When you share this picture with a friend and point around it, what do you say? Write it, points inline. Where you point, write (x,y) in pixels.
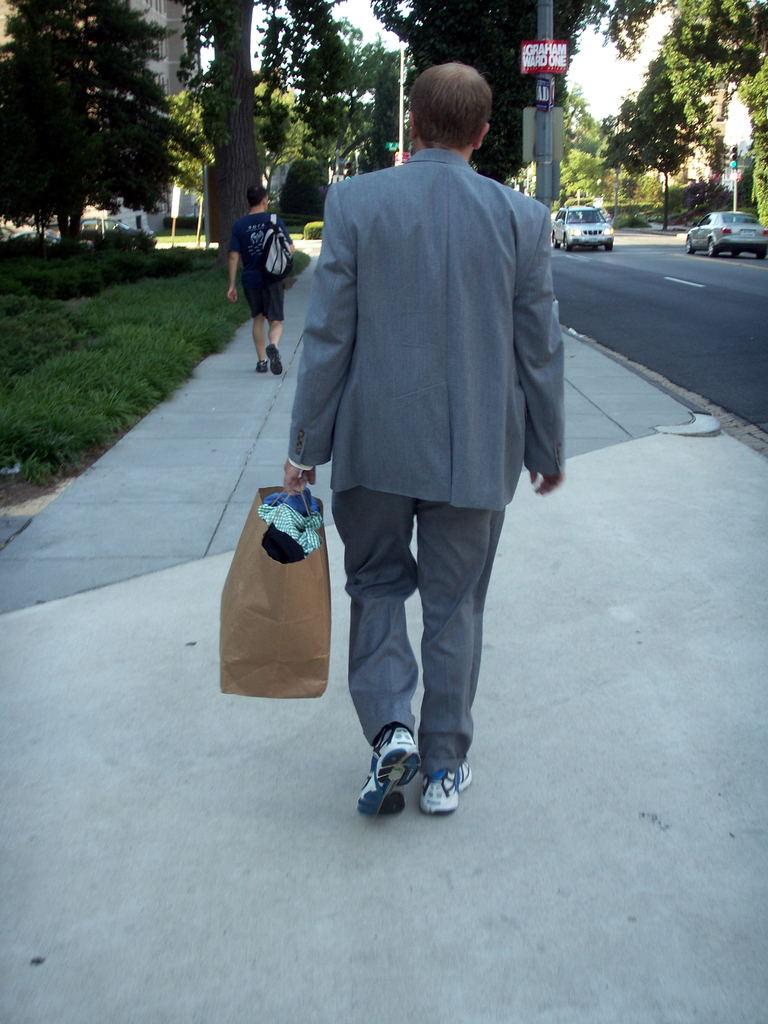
In this image man (388,351) walking on a footpath (244,404) holding a bag (259,539) in his hand (291,495), in front of him a man (258,266) is walking on the footpath (294,366), on the right side (704,376) there is a road (694,295), on that road (628,238) vehicles (750,251) is moving, on the left side (105,389) there is garden (124,285), in the background (319,68) there are trees (131,112).
